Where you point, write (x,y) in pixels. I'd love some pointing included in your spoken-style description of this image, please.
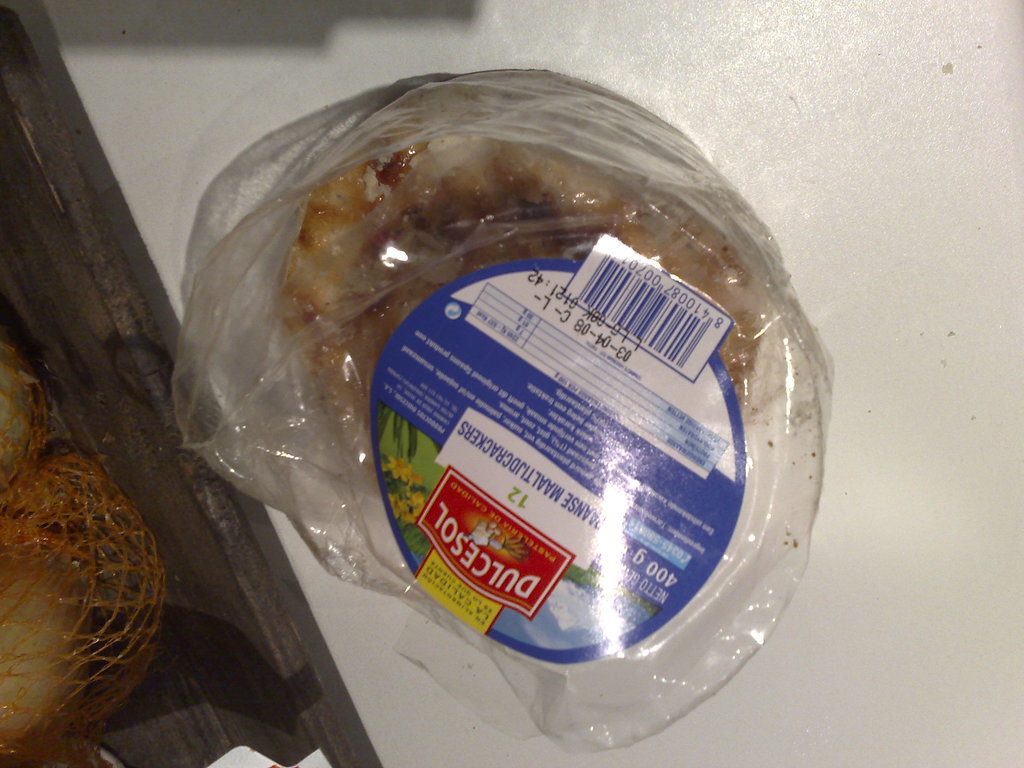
In this picture we can see a plastic cover (792,509), there is a sticker (585,450) pasted on the cover (799,429), we can see some food (450,253) in the cover (410,223), at the left bottom (108,579) there is a net (86,522), we can see some text (575,511) on this sticker (523,444).
